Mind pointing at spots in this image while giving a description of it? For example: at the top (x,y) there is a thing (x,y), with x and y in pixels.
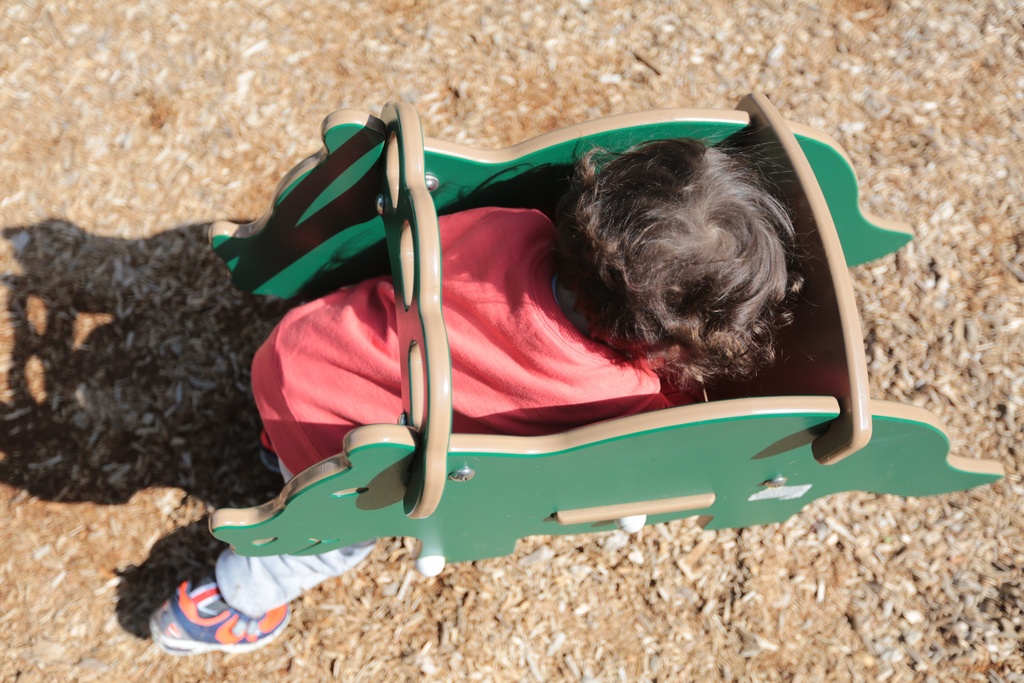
Here in this picture we can see a child (568,343) trying to sit on the wooden toy (429,211), which is present on the ground (1013,527).
